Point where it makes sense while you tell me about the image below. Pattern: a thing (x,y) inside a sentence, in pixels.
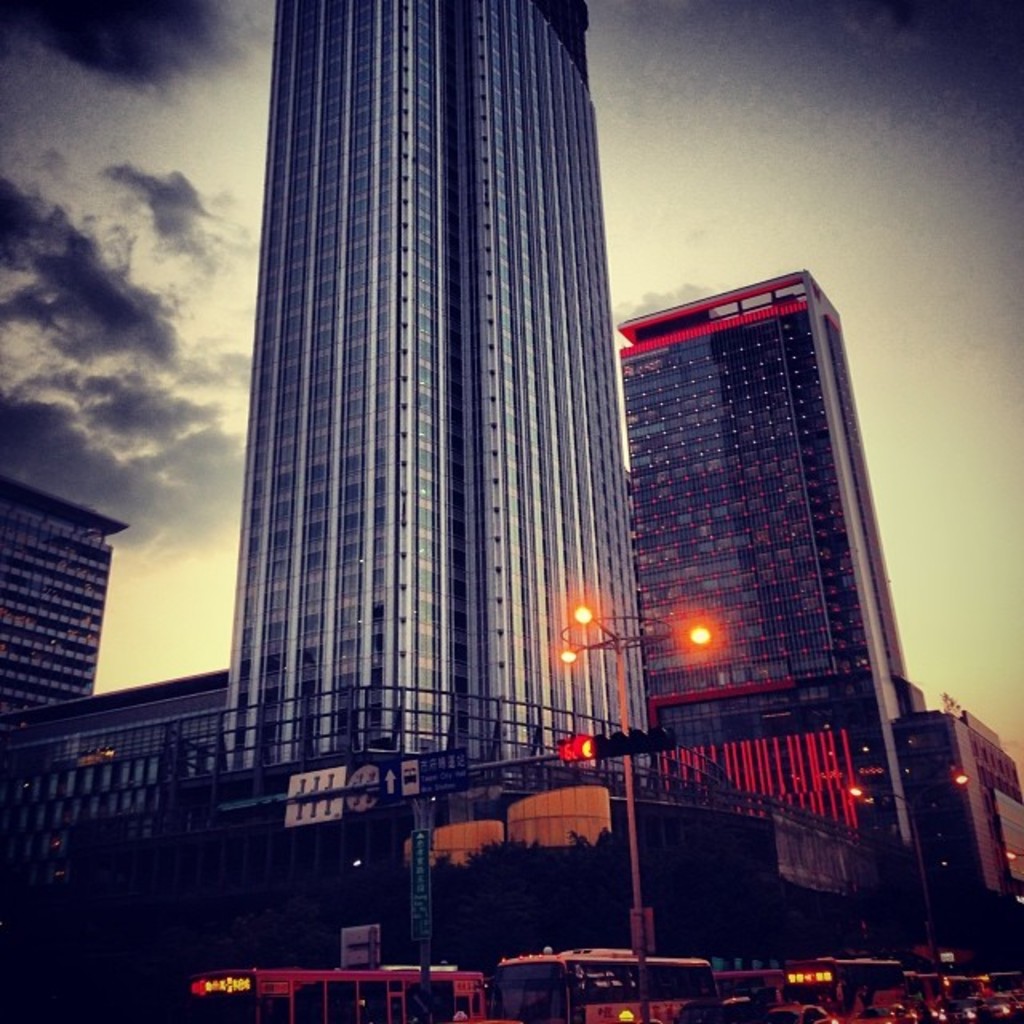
In this image we can see so many buildings (496,713), there are some vehicles (408,985), poles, boards (424,836) and lights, in the background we can see the sky (1012,276) with clouds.
